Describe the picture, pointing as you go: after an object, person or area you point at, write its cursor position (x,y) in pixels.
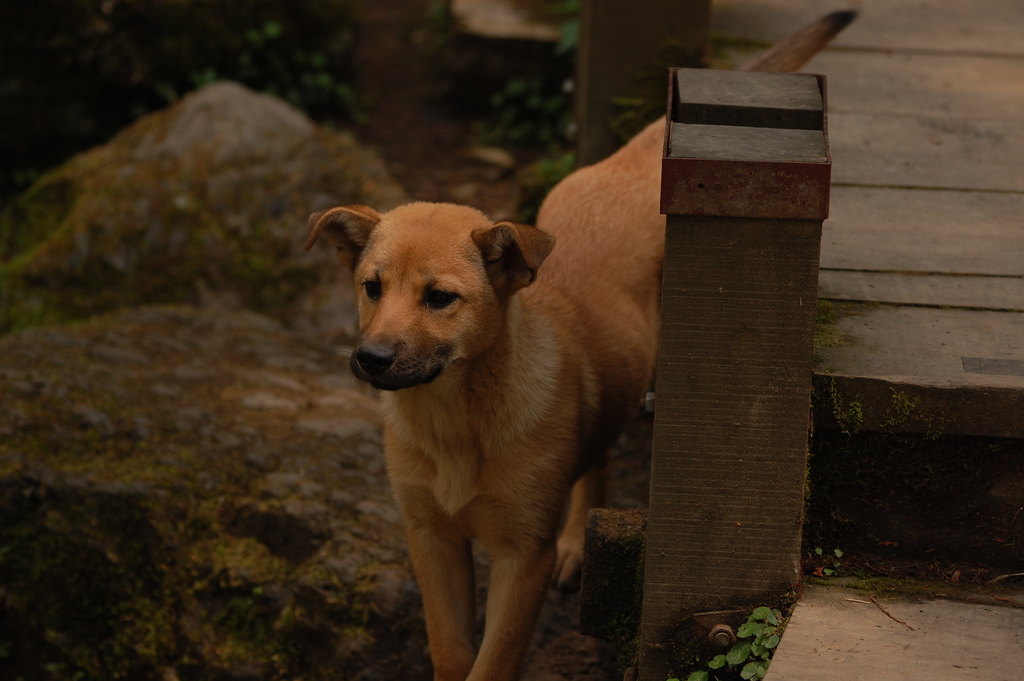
In this image, we can see a dog (455,473) standing on the surface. On the right side of the image (937,332), we can see plants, pole (700,362) and walkway (928,178). In the background (554,103) there are stones (219,159), plants (167,51) and pole (583,112).
